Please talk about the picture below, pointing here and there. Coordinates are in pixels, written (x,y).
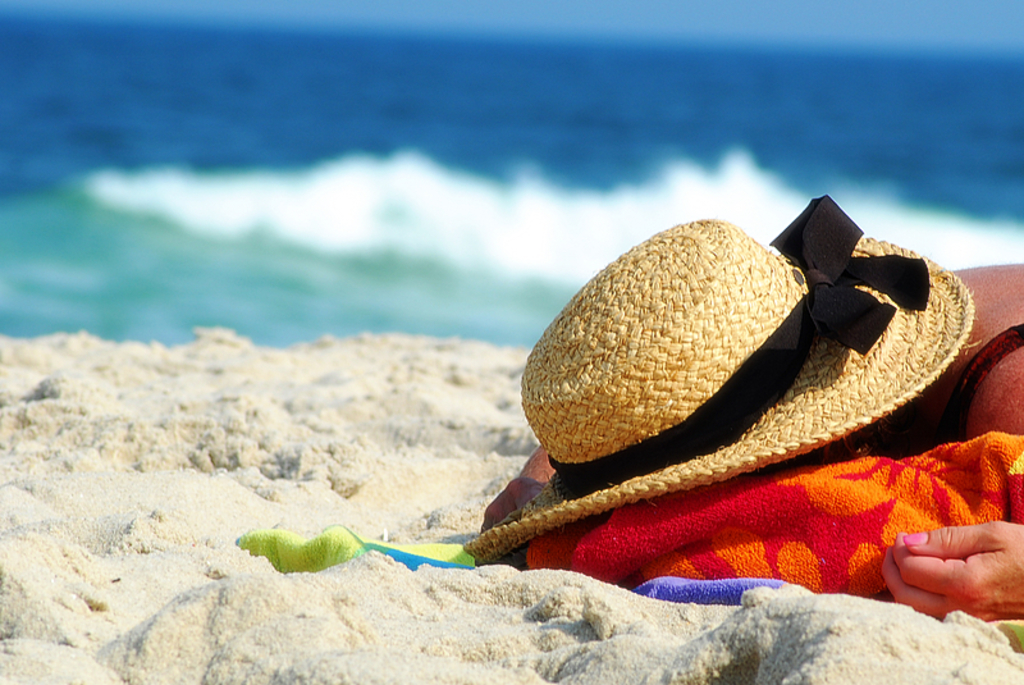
In this picture there is a person (997,549) with hat (835,399) and we can see a cloth (601,562) on sand (317,654). In the background of the image (425,241) we can see water (352,242).
